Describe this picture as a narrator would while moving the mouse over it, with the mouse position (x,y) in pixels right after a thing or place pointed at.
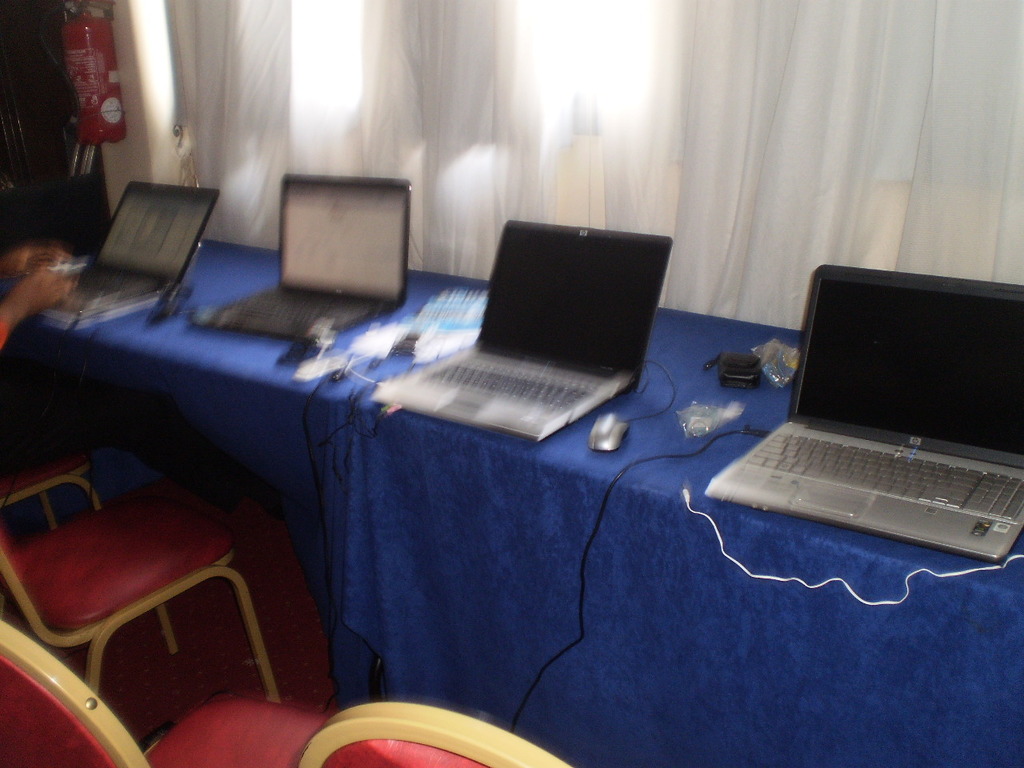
There are four laptops (151,250) here, the second laptop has a mouse (598,446), there is a blue cloth (684,357) below the laptops (106,309) and there is a white color curtain (648,97) to the left of the curtain (632,96) there is an emergency fire extinguisher (109,41) and to the left side of the four laptops (81,302) there are two hands (10,301) visible a person (31,294) is typing something and there are few chairs (165,557) here of red color.
